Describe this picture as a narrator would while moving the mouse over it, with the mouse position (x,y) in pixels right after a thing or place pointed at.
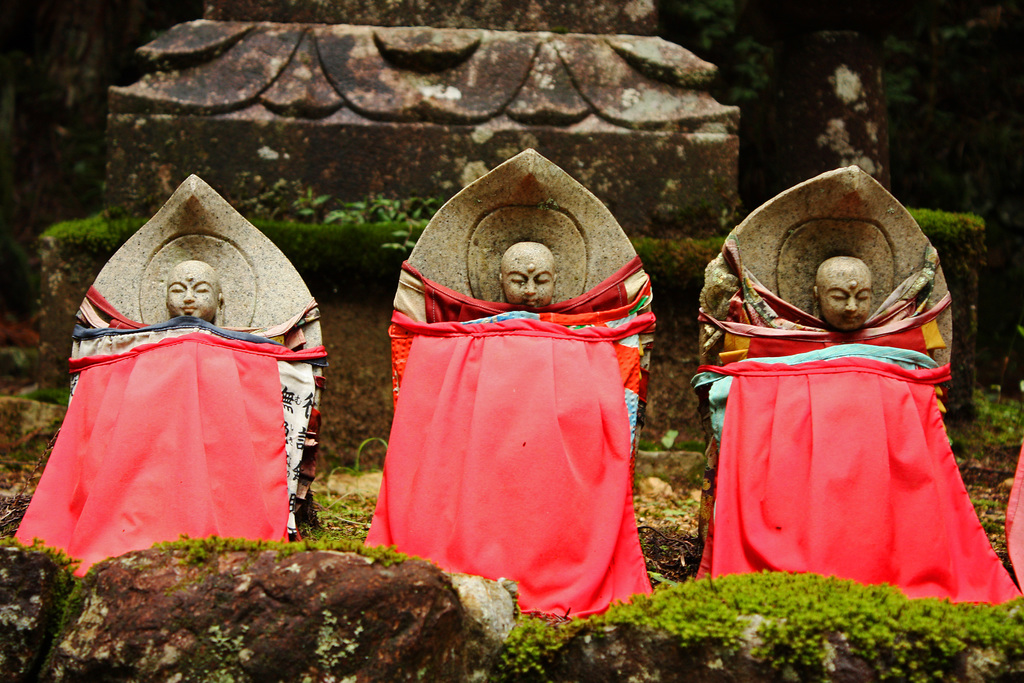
In the center of the image (563,384) there are sculptures (803,456) and we can see clothes (570,397). At the bottom (103,599) there are rocks (417,607) and we can see a hedge (328,225).
